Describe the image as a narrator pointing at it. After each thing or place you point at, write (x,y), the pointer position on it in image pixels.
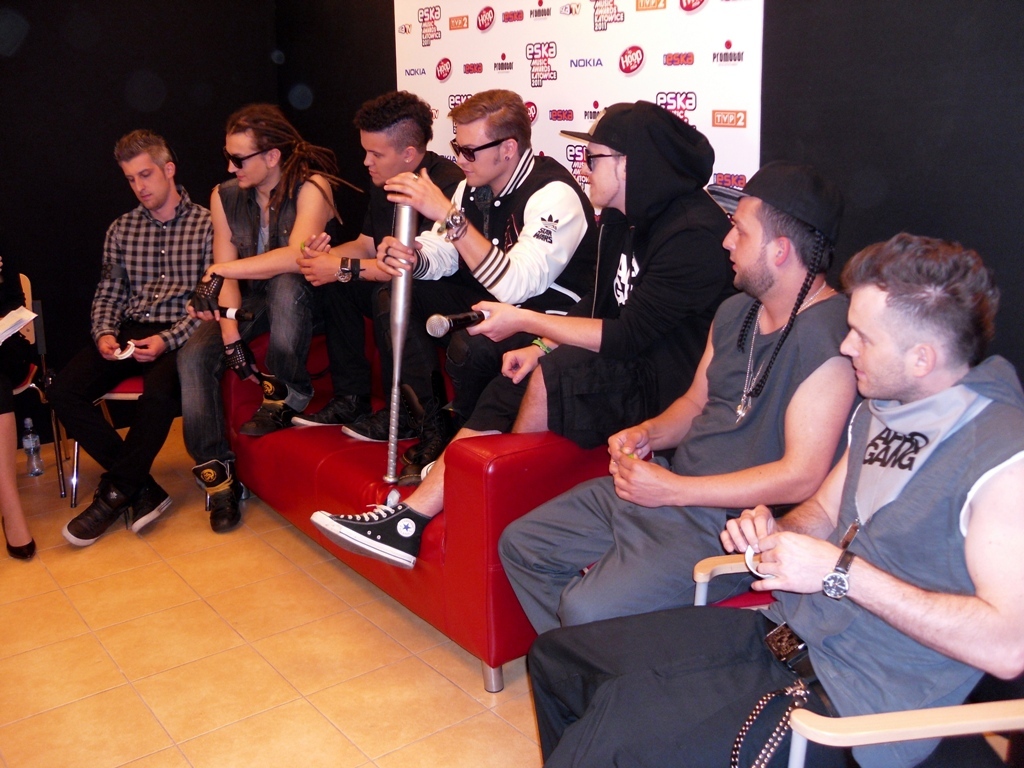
This picture is clicked inside. On the right (899,333) we can see the two persons (727,325) wearing t-shirts (897,490), holding some objects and sitting on the chairs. In the center (454,417) we can see the group of persons (413,262) sitting on the red color couch (296,484). On the left (68,379) there is a person (15,465) sitting on the chair (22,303). In the background (234,25) we can see a black color curtain (33,76) and a banner (614,51) on which we can see the text (577,62) is printed.
